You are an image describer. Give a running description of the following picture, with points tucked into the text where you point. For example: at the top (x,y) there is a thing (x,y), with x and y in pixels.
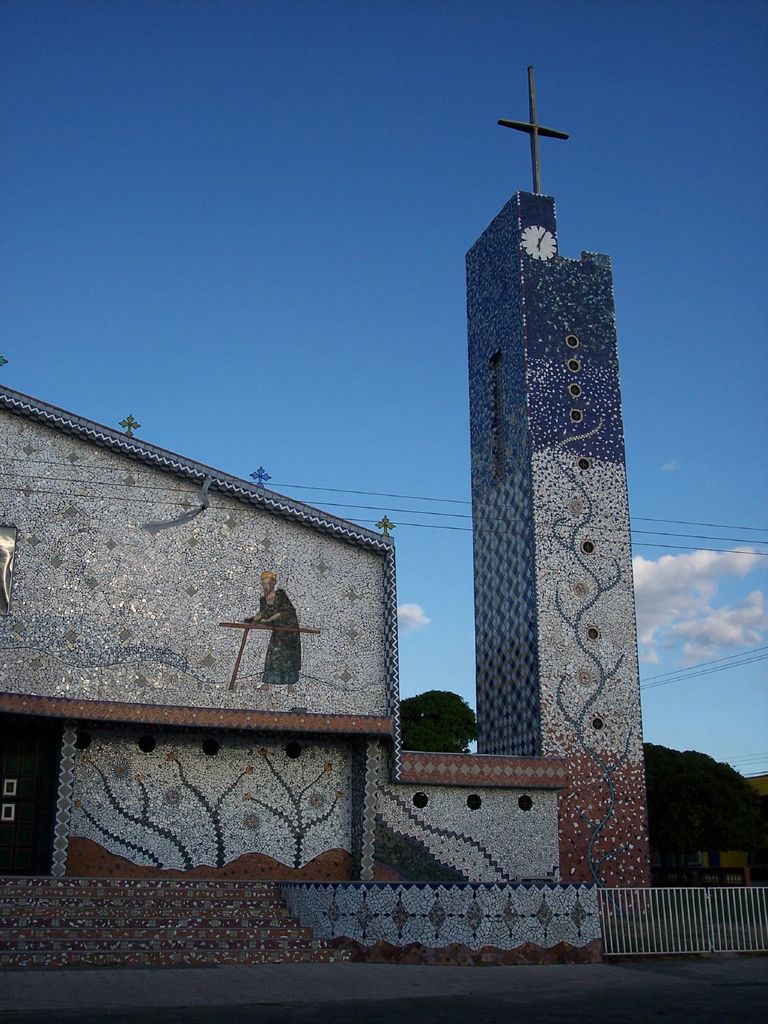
In this picture there is a building (54,760) and a clock tower (534,653) and there are trees (661,768) in the background (656,810).
